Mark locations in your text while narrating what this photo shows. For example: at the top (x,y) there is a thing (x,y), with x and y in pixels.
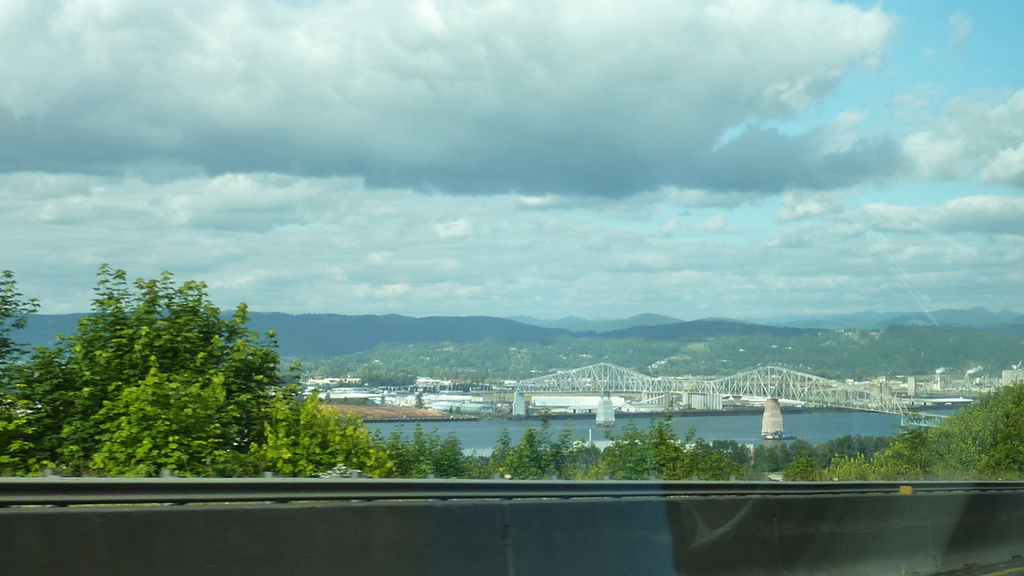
These are trees (510,464), this is bridge (676,380), this is water (578,431) and a sky (484,206).
